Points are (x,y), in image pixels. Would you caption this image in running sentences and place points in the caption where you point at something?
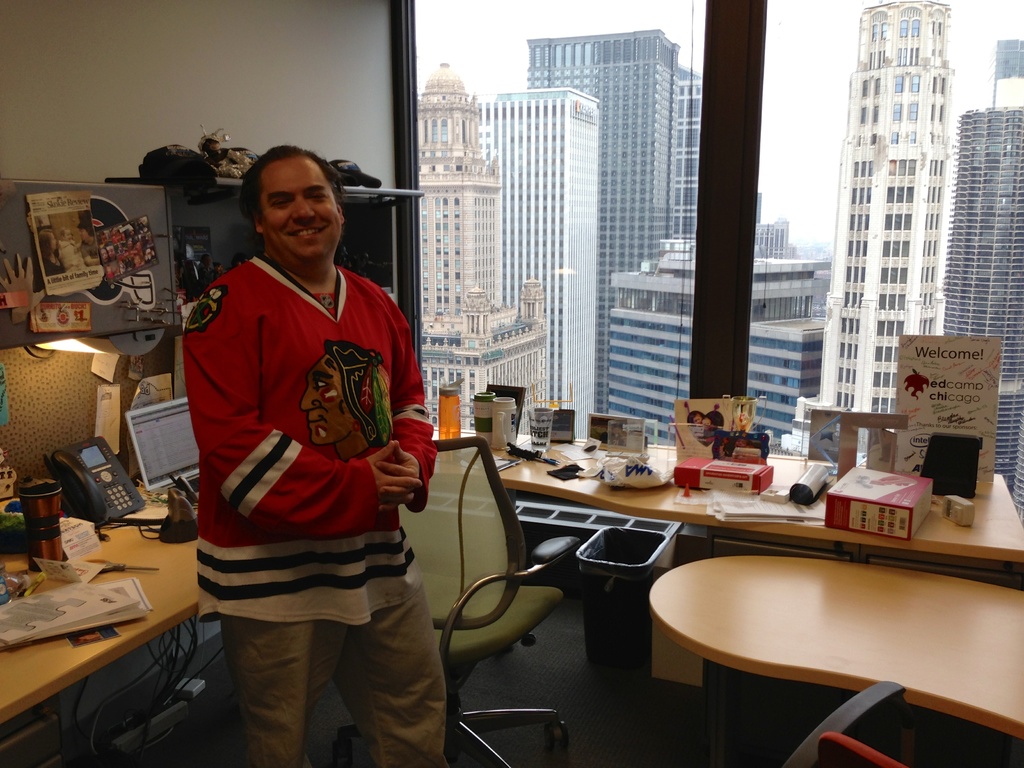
In this image, the man (404,560) is smiling and he is stand near the chair (483,630). We can see wooden tables (819,641), few items (94,490) are placed on the table (785,481). Back Side, we can see glass window (683,249), buildings (660,288). Left side (42,306), we can see cupboard (197,203), few items (75,226) and wall (156,145).
